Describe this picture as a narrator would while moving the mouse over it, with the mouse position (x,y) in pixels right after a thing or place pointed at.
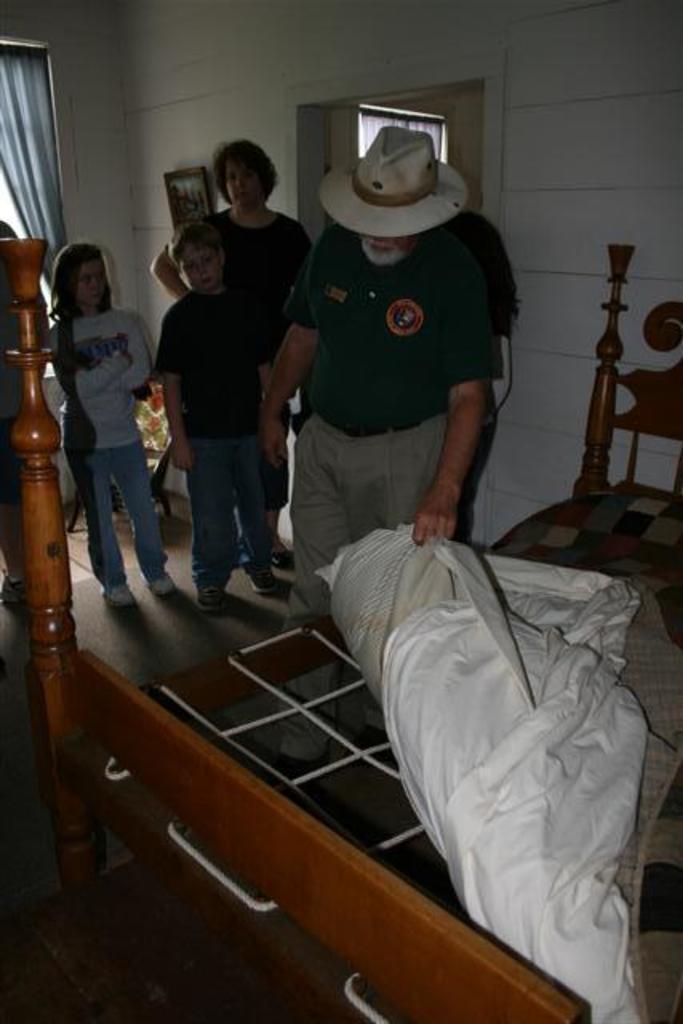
In this picture we can few persons (299,531) standing and observing this bed (365,750). Here we can see a man (378,229) wearing a hat (402,184) in cream colour and holding a bed (447,539) in his hand (440,513). On the background (363,114) we can see curtain (42,146) and wall (174,81). This is a floor (118,652).
